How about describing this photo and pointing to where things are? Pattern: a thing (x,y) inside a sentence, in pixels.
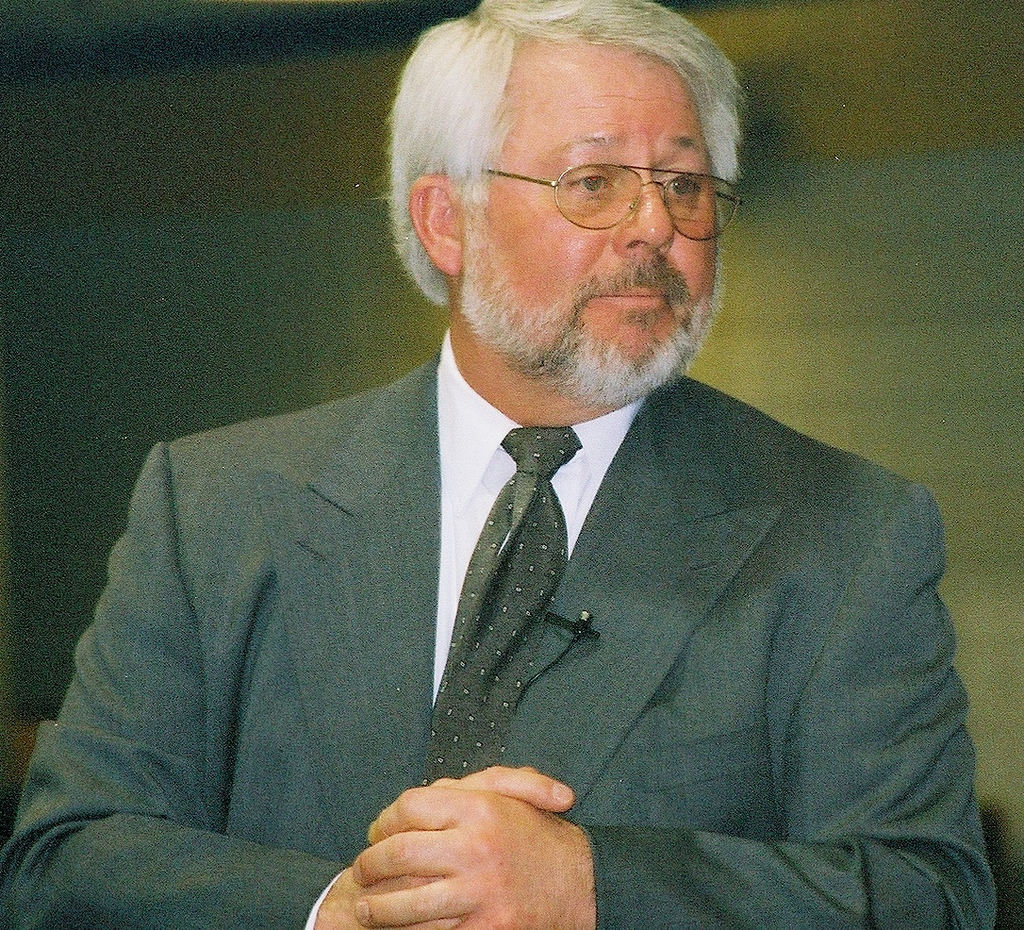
In the image a man (453,734) looking right hand side and he is in blazer (277,507), tie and shirt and he is with white hair (493,4) and beard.
